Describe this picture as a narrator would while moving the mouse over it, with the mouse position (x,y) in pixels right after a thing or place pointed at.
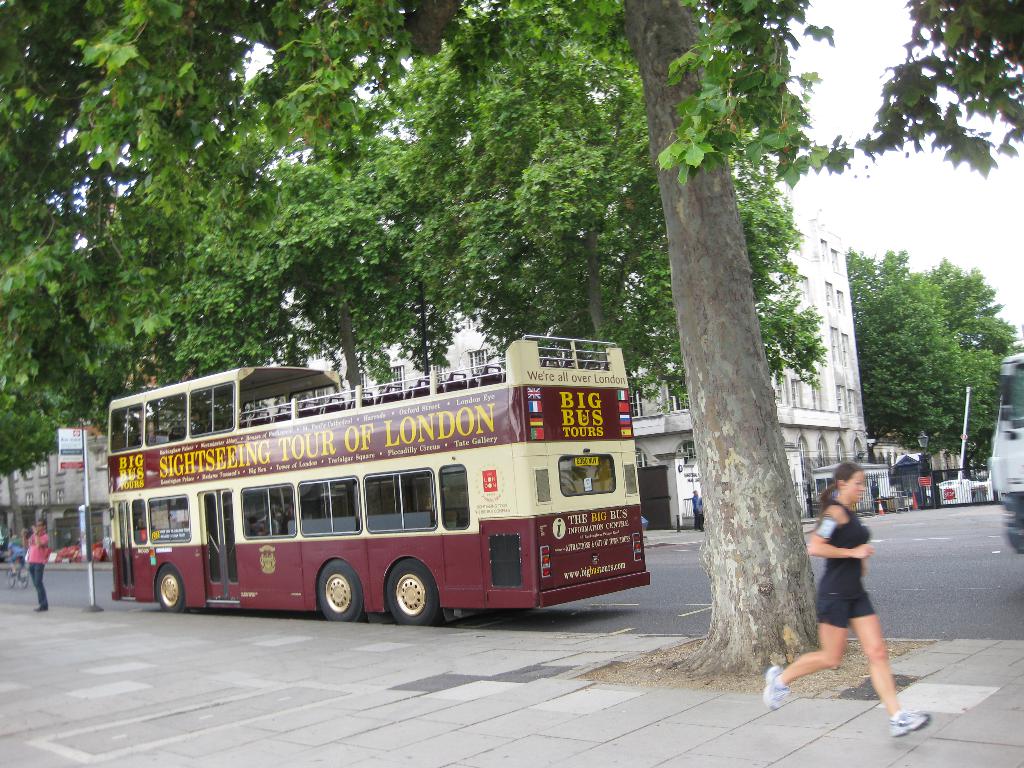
In this Image I can see few people (847,535) to the side of the road (665,575). On the road (687,569) there are vehicles (532,547) which are colorful. I can also see the board (89,561) to the side. In the background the building (838,345) which is in white color. There are many trees (610,278) and the sky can be seen.
